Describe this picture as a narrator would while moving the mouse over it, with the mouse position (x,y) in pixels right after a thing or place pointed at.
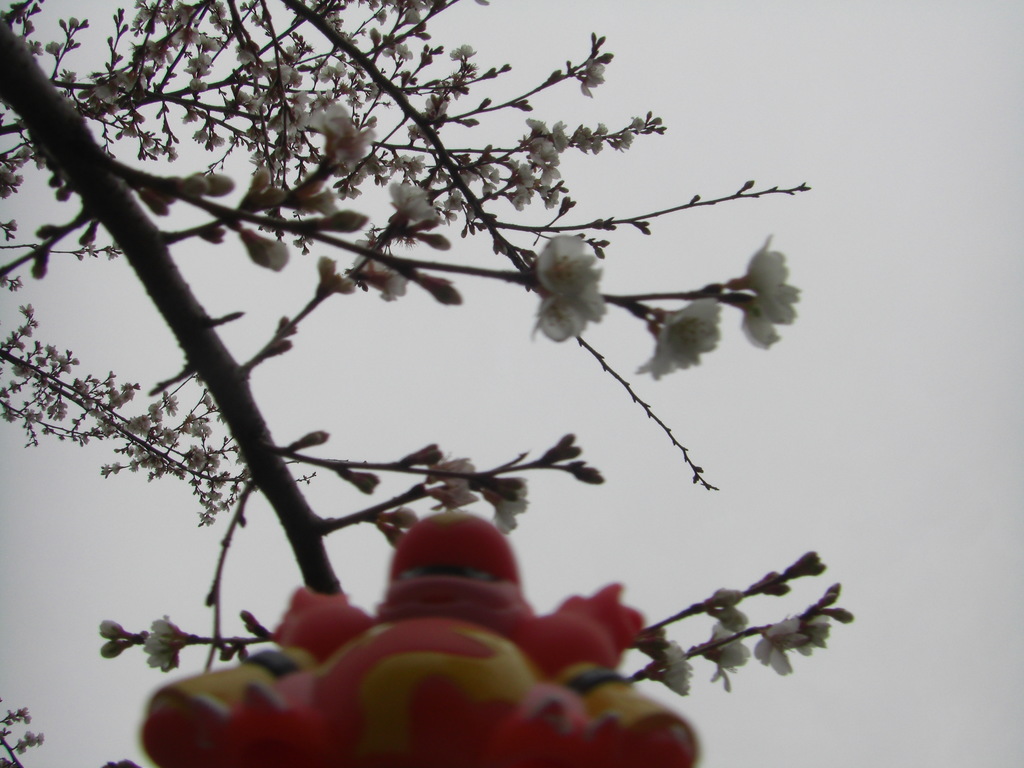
In this image, we can see a cherry blossom tree (281,451) and at bottom (509,655), there is a toy (494,645) and in the background (817,368), there is sky (784,95).
